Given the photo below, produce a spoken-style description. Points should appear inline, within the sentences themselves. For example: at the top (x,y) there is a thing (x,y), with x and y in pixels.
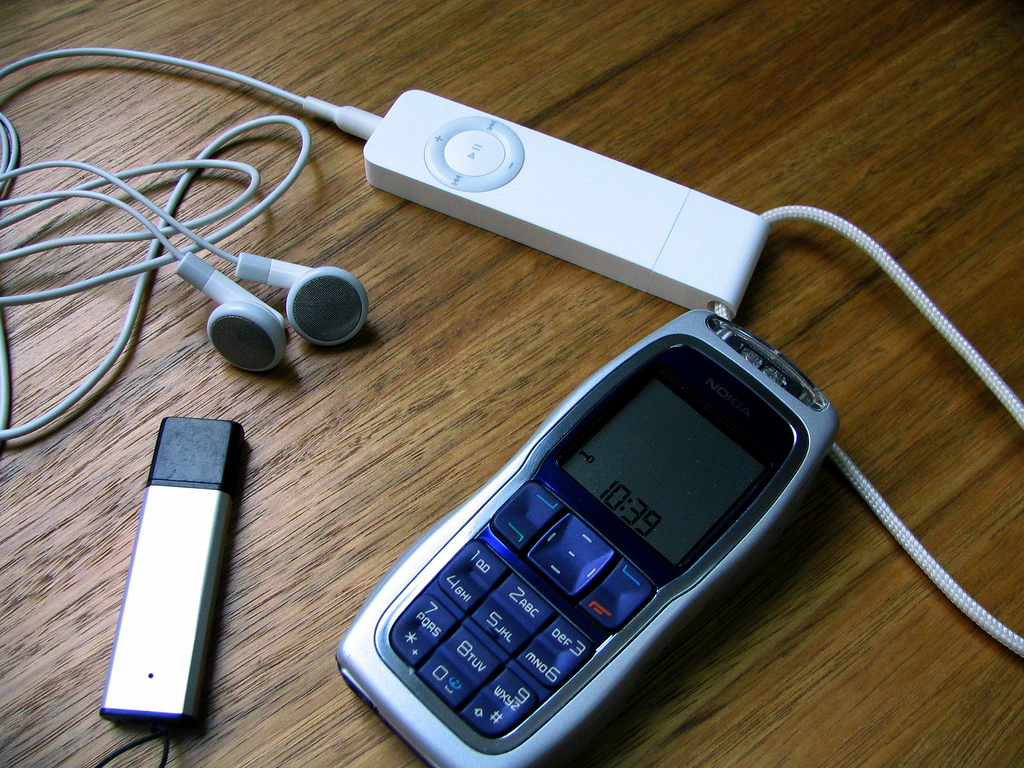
In this image there are earphones (177,201), an iPod (537,199), a mobile phone (604,482) and a USB drive (177,623) on the wooden floor (700,83).
